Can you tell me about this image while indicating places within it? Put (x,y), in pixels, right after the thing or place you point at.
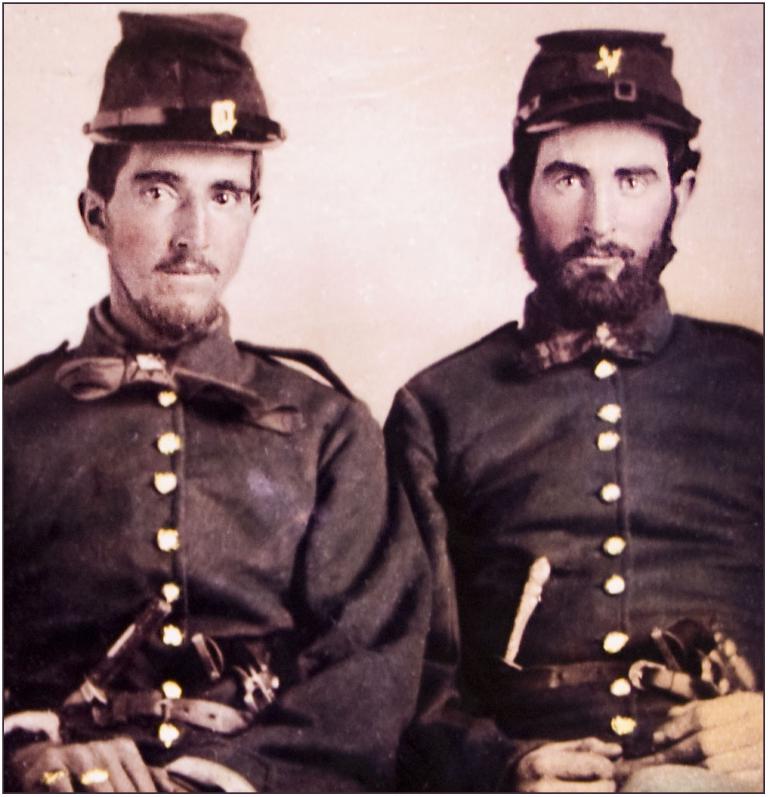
In this picture there are two men (640,308) wearing the same dress (287,613). Both of them are sitting on the chair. At the back (464,292) there is a wall (368,213).
